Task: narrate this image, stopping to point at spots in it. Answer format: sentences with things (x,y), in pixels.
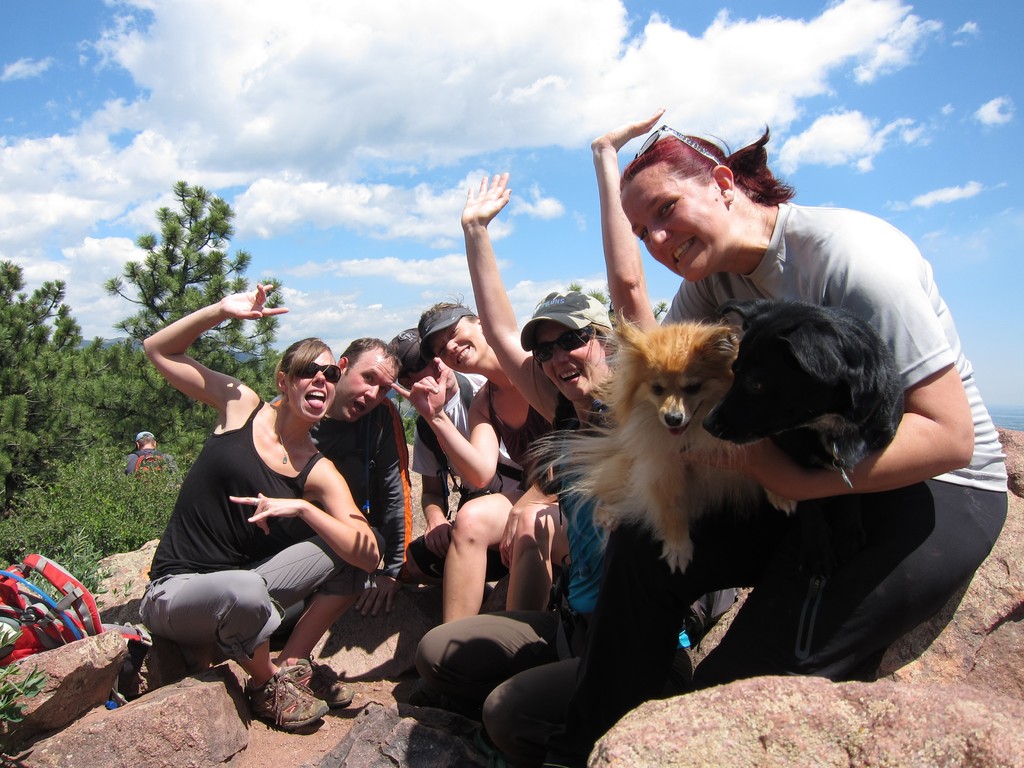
There is a group of people (389,455) sitting on the rocks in this picture. There are two dogs (734,403) in the hands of a woman (733,189) sitting in the right side (839,560). We can observe some trees (114,392) and a clouds (236,198) in the sky (217,135) in the background (388,98).
